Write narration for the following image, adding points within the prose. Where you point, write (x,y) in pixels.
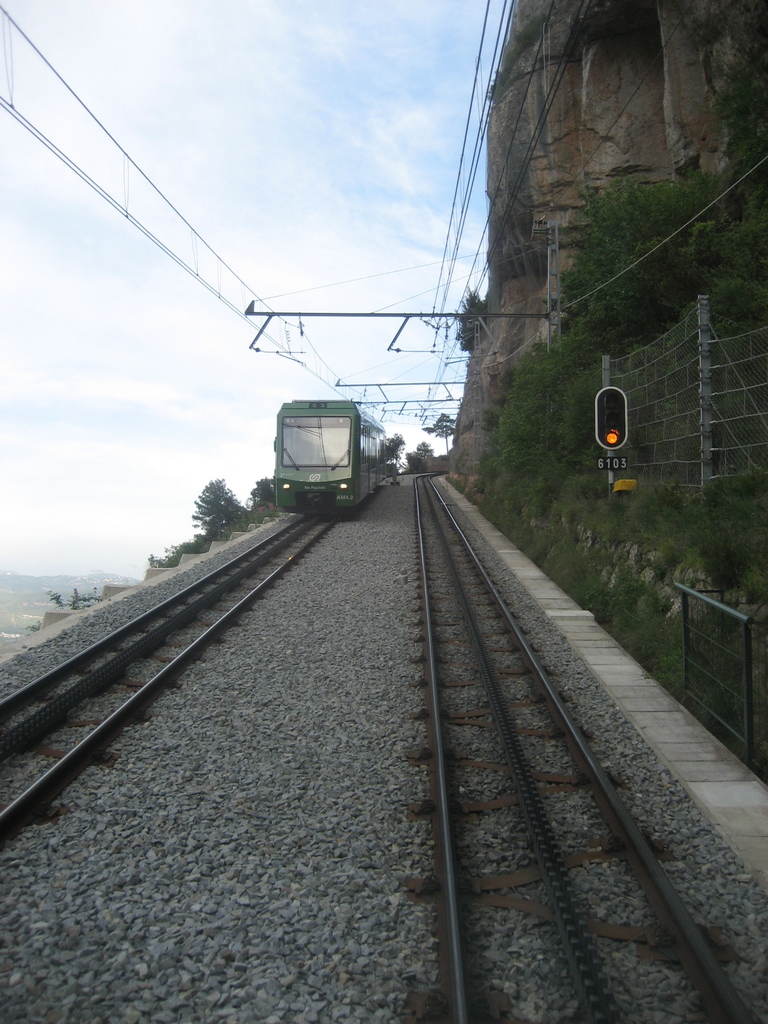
In this picture we can see a train (288,454) on a railway track (99,739), traffic signal light (605,400), fence (643,466), path (696,757), wires (307,337), trees (588,416) and in the background (176,114) we can see the sky (315,204) with clouds (279,228).
